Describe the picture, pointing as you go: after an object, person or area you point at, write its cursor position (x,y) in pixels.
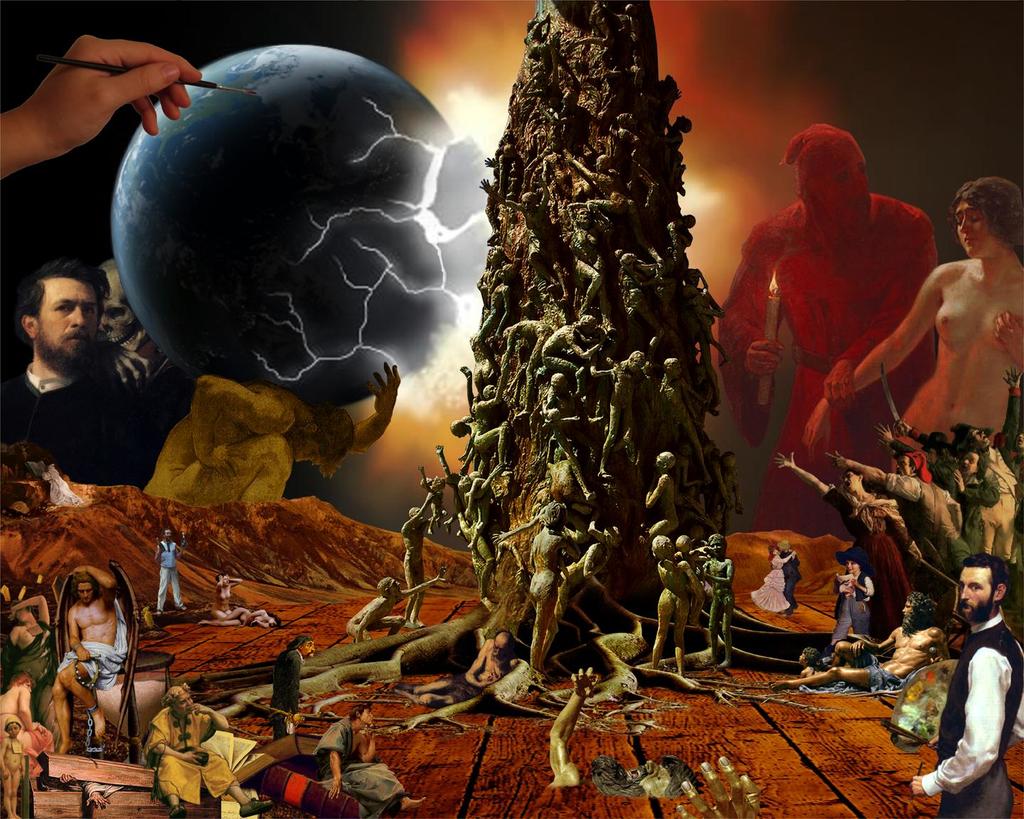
This is an edited image. I can see people (862,592), an astronomical object (324,277), hills (304,541), a tree (700,648) and few other objects (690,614). In the top left corner of the image (61,93), I can see a person's hand (55,105) holding a paint brush (207,83). There is an orange and a black background (344,13).
